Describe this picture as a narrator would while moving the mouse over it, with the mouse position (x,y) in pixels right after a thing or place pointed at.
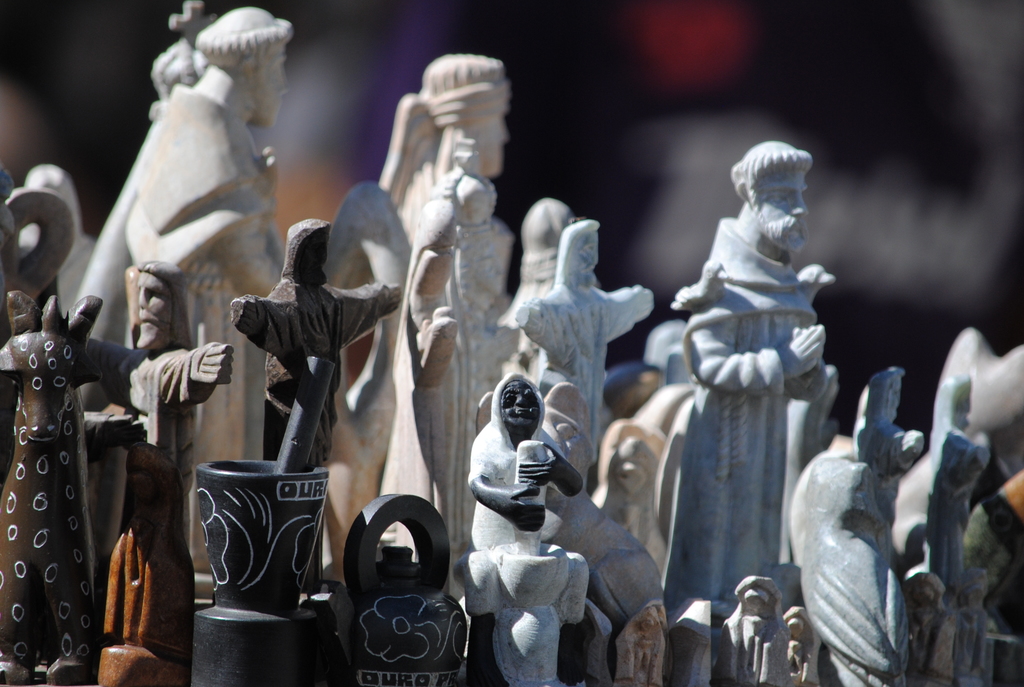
In this picture we can see few sculptures (557,411), and we can find blurry background (697,161).
